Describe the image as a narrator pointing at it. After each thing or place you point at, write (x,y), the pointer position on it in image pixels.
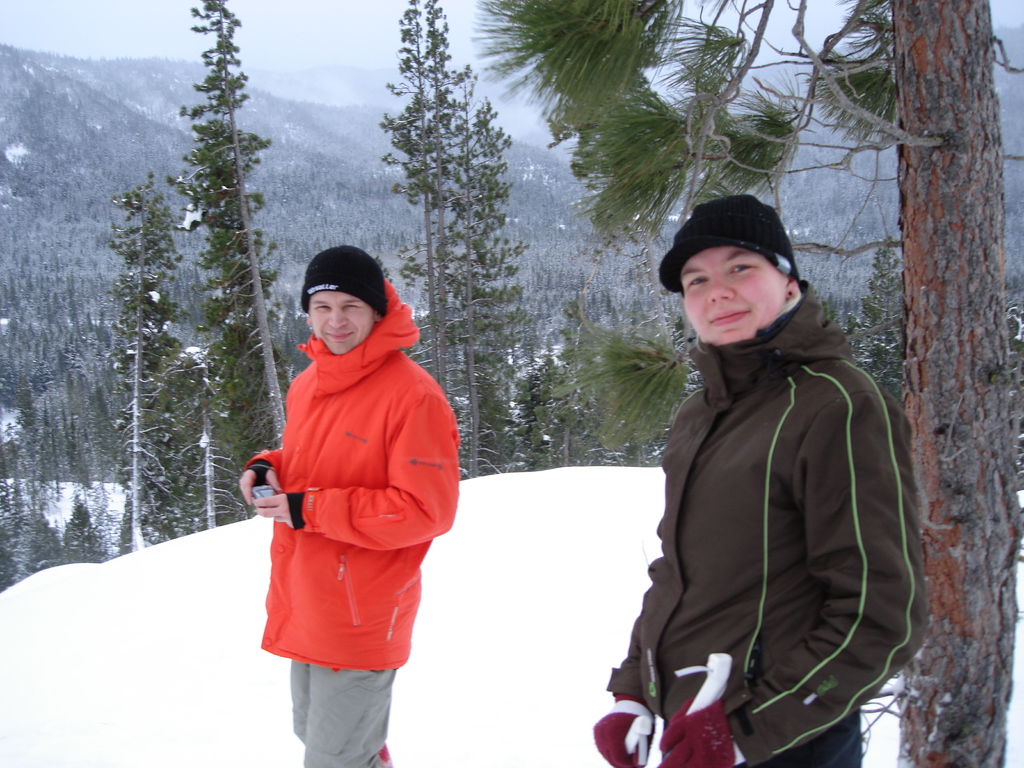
In the image we can see there are men (424,483) standing and they are wearing jackets (354,492). There is ground (229,630) covered with snow (264,552) and there are trees (293,210) covered with snow (286,181).
